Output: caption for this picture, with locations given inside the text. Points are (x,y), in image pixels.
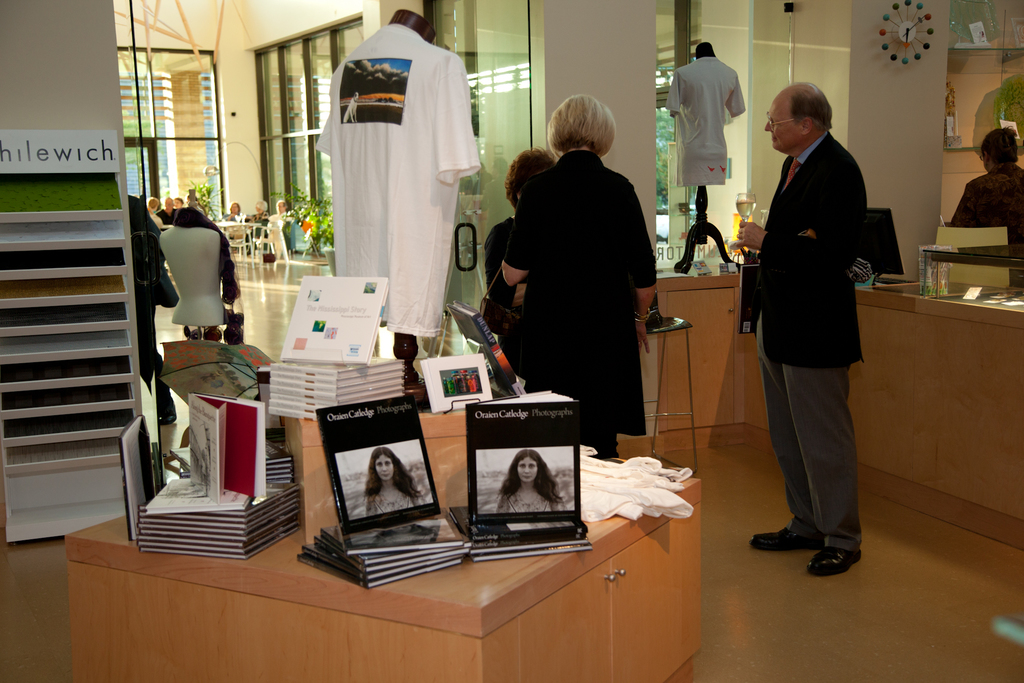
There are people (768,394) standing on the floor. We can see books (387,371), clothes (615,498), mannequin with t shirt (382,273) and objects (441,379) on the wooden table (451,576). We can see umbrella (171,366), wall (781,62), board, door (155,373), object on a chair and mannequins (712,130) with clothes (685,126). We can see monitor (880,214) and objects (695,267) on the wooden table (947,300). In the background (314,185) we can see wall (235,163), people's (169,201), plants (311,206), chairs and glass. On the right side of the image (988,203) we can see a person (988,203), clock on a wall (900,98) and object (995,26) in glass cupboard (978,59).
